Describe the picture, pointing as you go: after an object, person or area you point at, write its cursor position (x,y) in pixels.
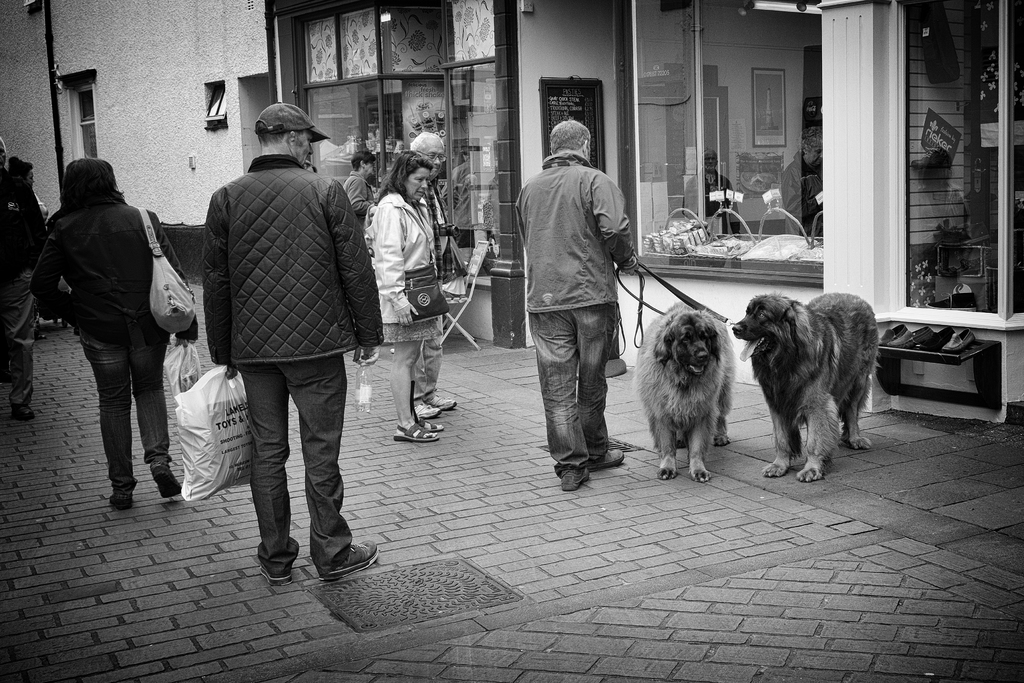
In this picture we can see many persons (574,155) standing on the road (672,563). These are the dogs (784,441). On the background (234,142) there is a building (618,163). And this is the door (479,109) and there is a window (89,110).
